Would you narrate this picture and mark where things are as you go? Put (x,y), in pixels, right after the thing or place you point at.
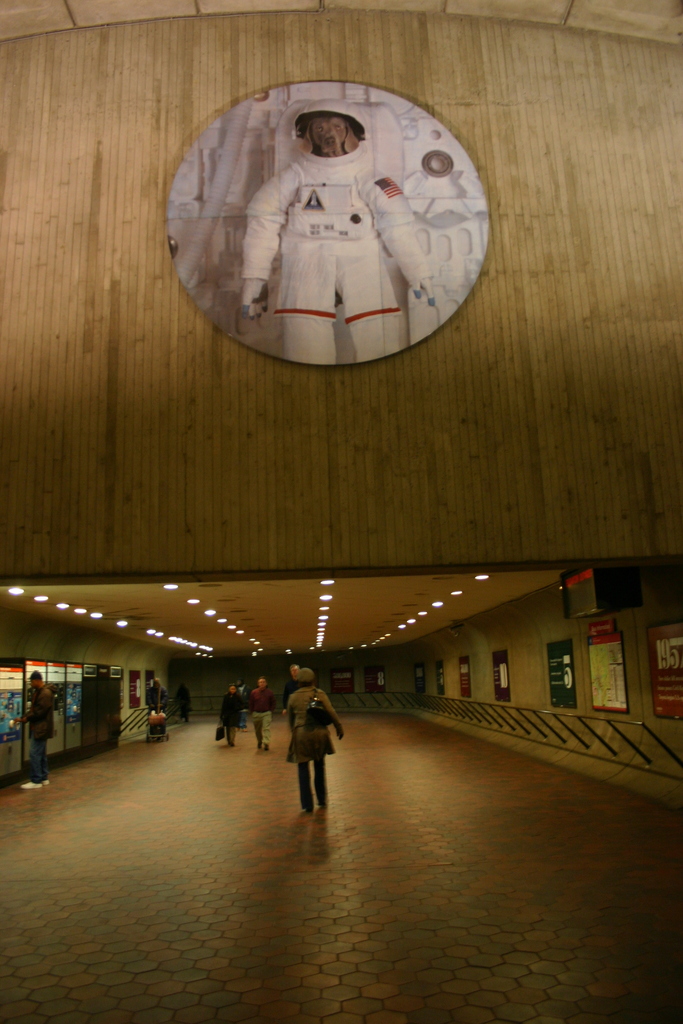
In this image we can see these people (290,704) are walking on the floor (270,766) and we can see boards (500,689) to the wall (645,687). Here we can see a photo frame (342,254) of a dog (335,220) in a space suit (361,220) is fixed to the wooden wall (487,447) and we can see the ceiling lights (481,579) in the background (204,649).
